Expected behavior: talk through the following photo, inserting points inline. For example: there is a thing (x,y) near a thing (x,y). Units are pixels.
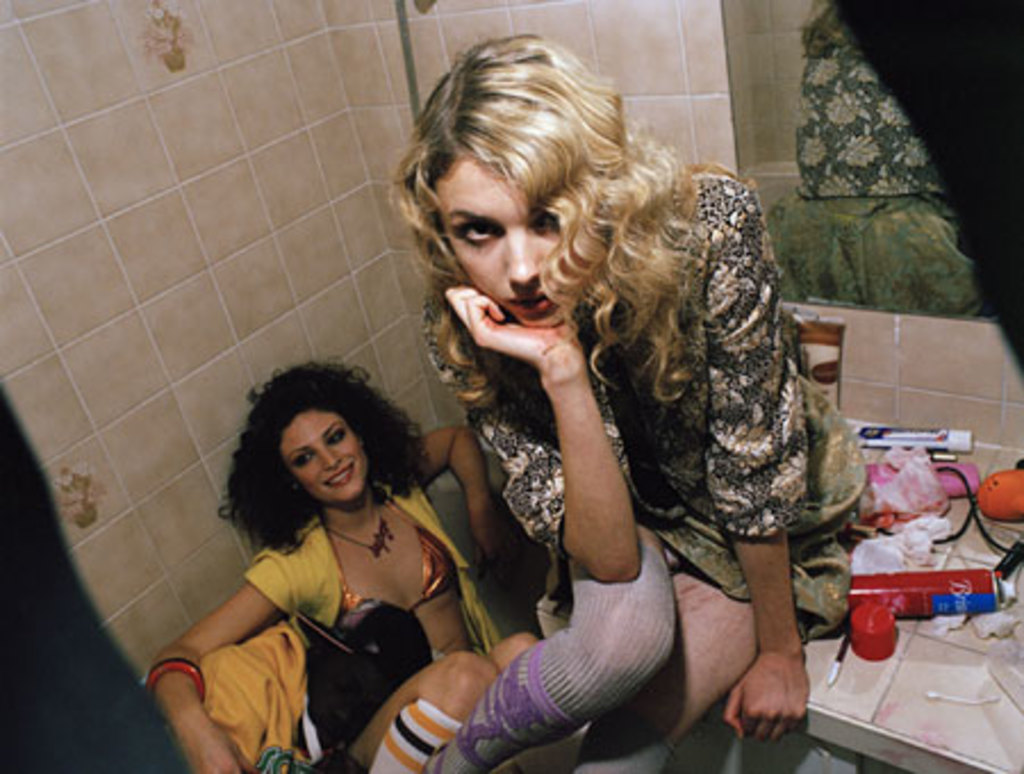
In this image we can see a woman (695,382) is sitting on a platform (915,686) and there are facial creams (907,441), spray bottle (939,603), cable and objects (910,458) on the platform (1001,466) and we can see a woman (379,533) is sitting on the left side (288,698) at the wall (221,62) and there are clothes (275,729). In the background (685,30) we can see a mirror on the wall (201,266).
